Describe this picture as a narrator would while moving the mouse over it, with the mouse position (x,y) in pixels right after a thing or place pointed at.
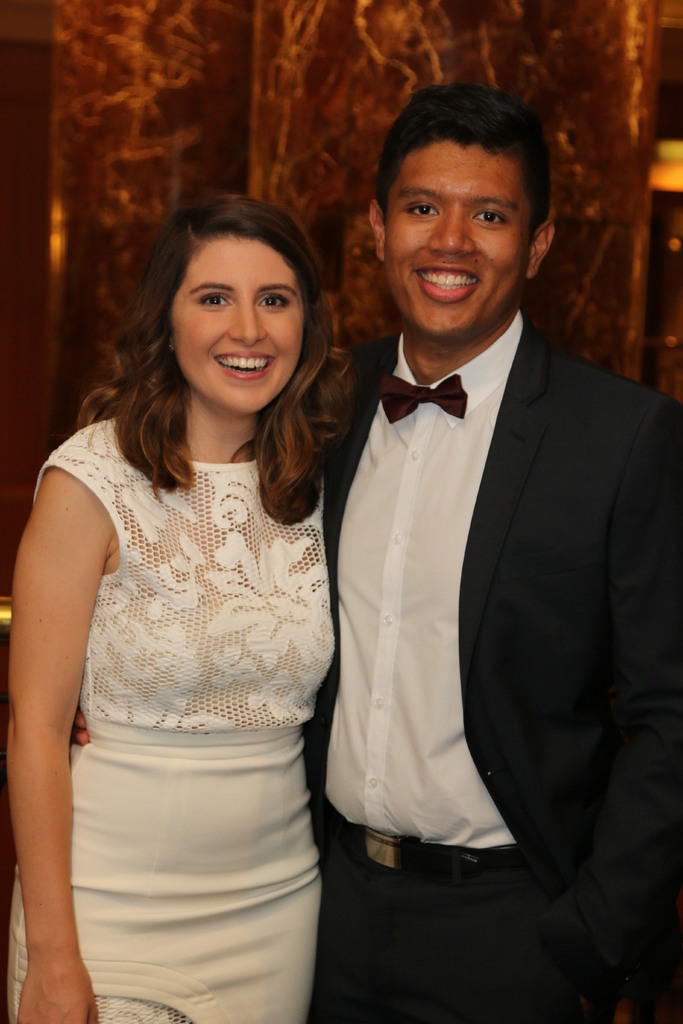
In this picture we can see there are two people (291,808) standing on the path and smiling and behind the people (266,601) it is looking like a pillar (339,66).
